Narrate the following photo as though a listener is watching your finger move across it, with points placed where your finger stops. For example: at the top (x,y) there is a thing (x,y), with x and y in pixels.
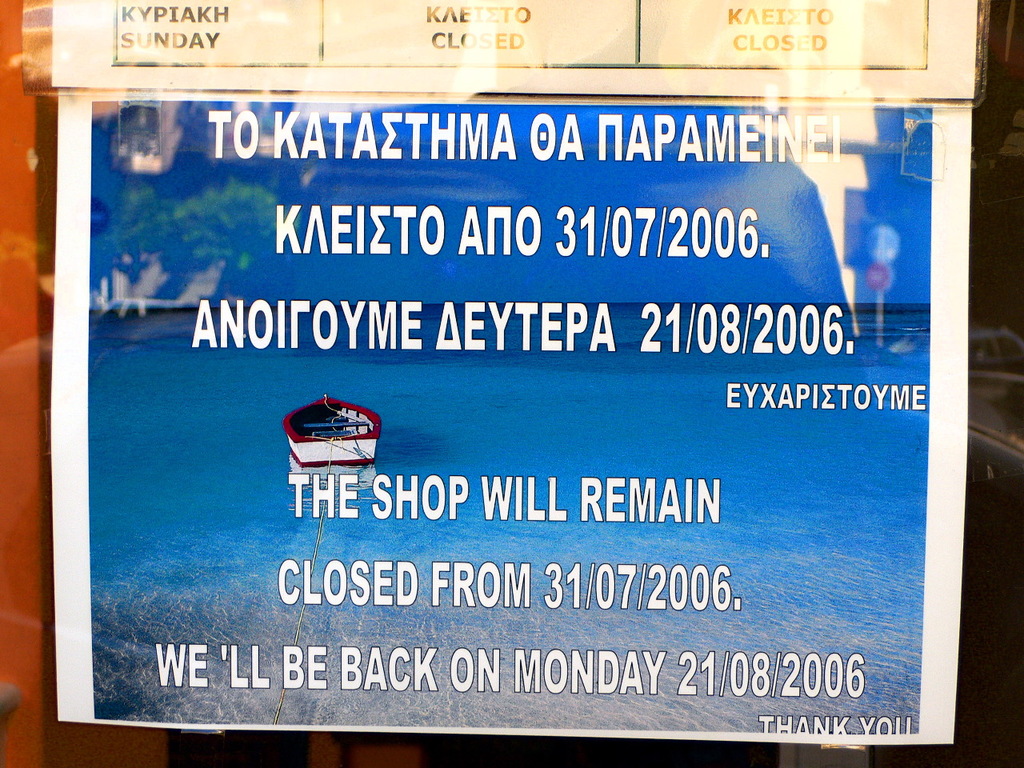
In this image I can see a pamphlet (588,344), on the pamphlet (338,396) I can see text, image (363,428) of boat (337,449), sea (722,424) and text (687,220).
